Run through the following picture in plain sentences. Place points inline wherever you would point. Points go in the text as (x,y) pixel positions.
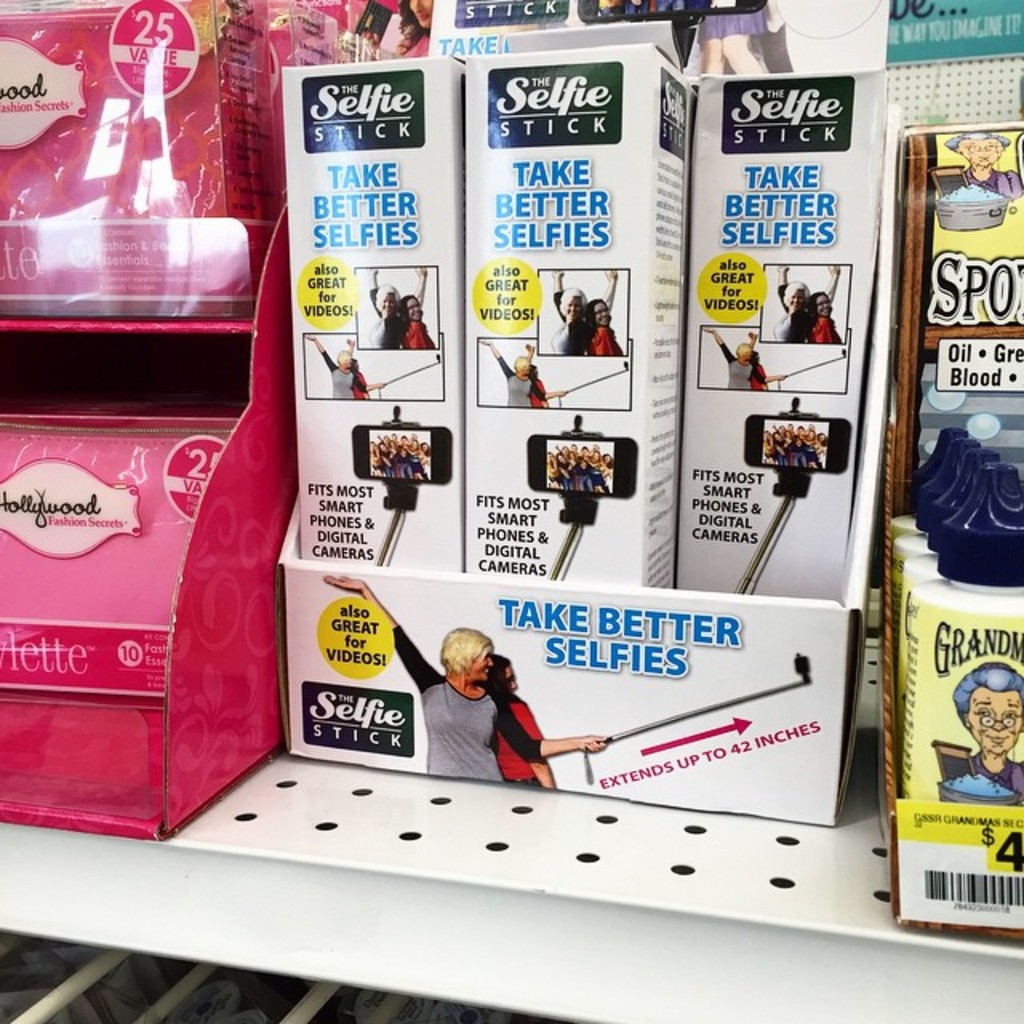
In this image we can see some boxes (390,381) and bottles (976,598) with text (245,55) written on the boxes (860,539) on a shelf (550,804).
